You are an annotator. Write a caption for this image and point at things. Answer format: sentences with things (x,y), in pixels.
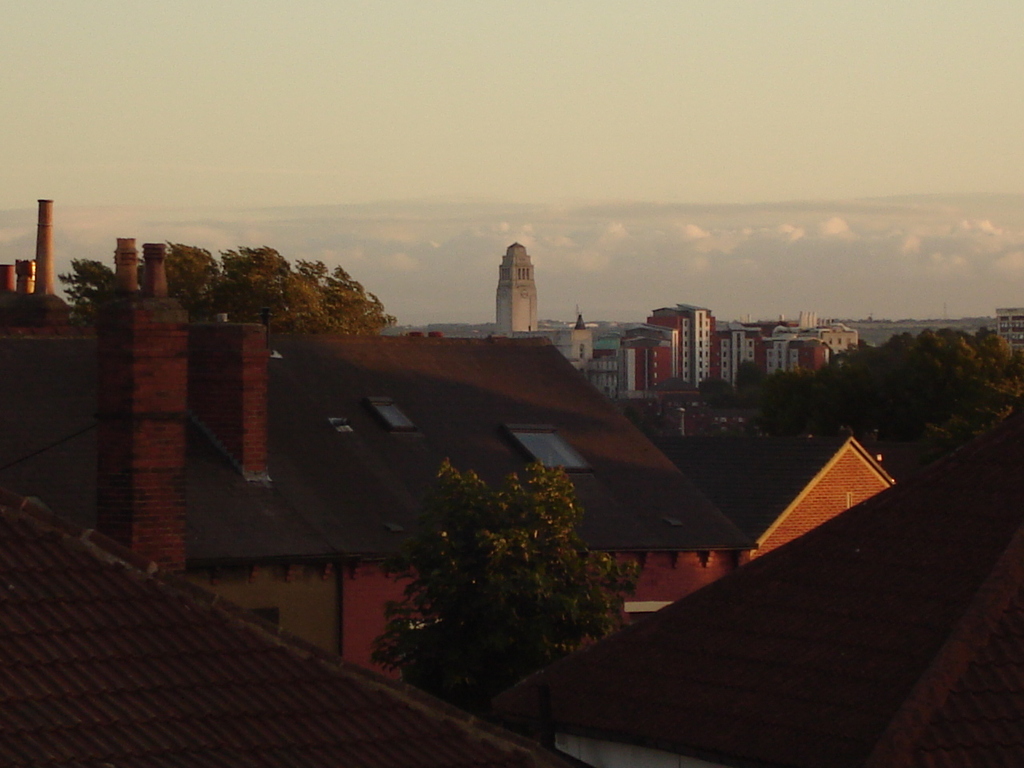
In this image I can see few trees (402,665) in green color. I can also see few buildings (663,596) in brown, white and cream color. Background sky (541,151) is in white color.
